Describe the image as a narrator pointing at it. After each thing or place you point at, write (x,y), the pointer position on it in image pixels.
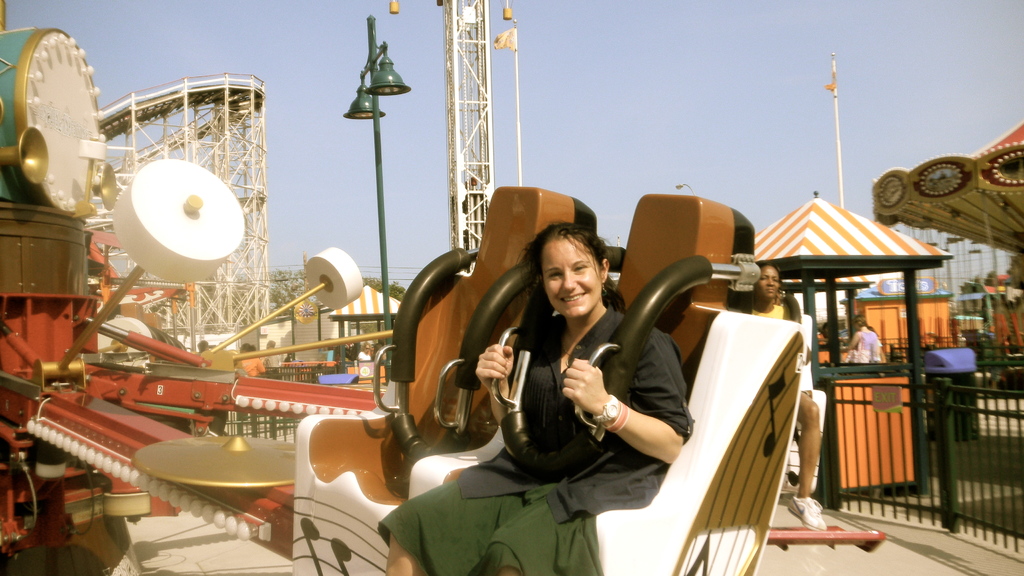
In this image we can see a girl (532,378) sat on a ride (567,450) with a smile on her face (556,303) is looking to the camera, behind her there is a rollercoaster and a few other rides (49,336).
